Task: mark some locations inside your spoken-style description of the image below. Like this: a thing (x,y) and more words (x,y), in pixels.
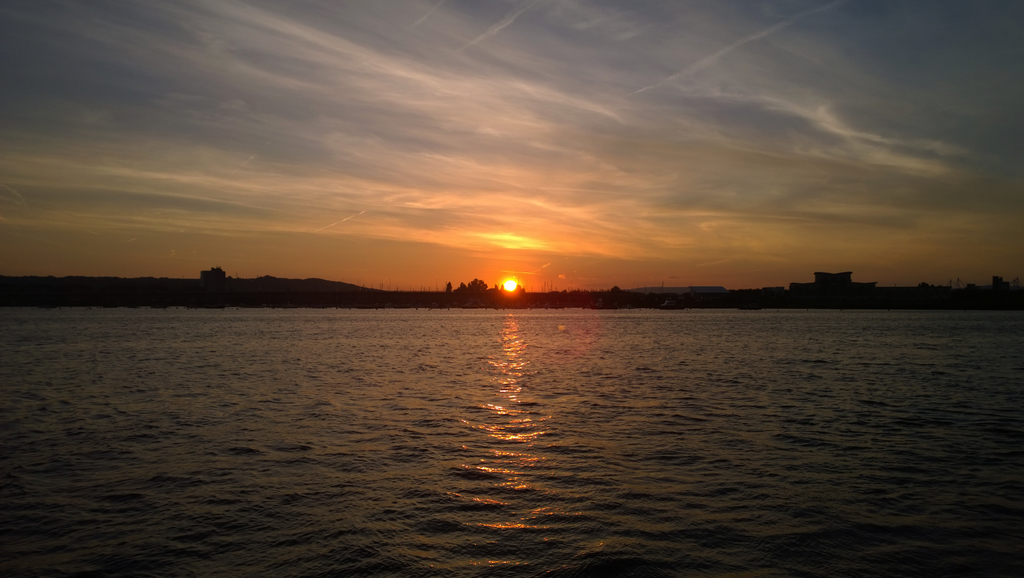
In this picture we can see water (469,399), in the background (455,292) we can find few trees (475,289), houses (806,294) and sun (513,285).
